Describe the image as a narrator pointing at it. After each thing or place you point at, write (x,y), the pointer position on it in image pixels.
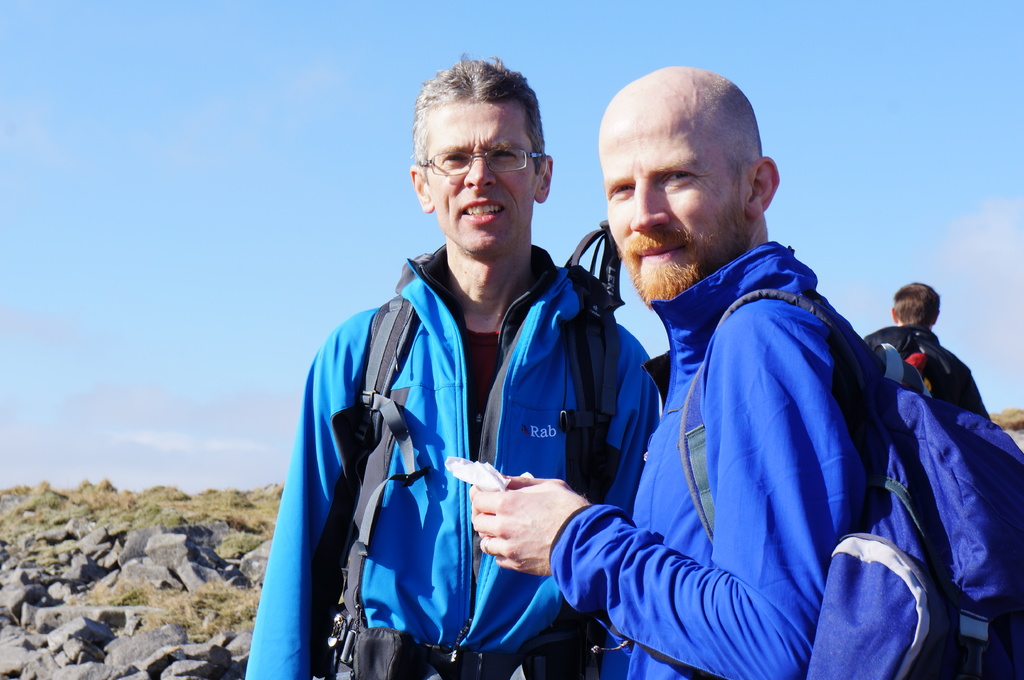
In the middle (493,435) two men (547,412) are standing, they wore blue color sweaters (687,535). On the left side (87,593) there are stones (153,566), at the top (257,220) it is the sky (266,207).
